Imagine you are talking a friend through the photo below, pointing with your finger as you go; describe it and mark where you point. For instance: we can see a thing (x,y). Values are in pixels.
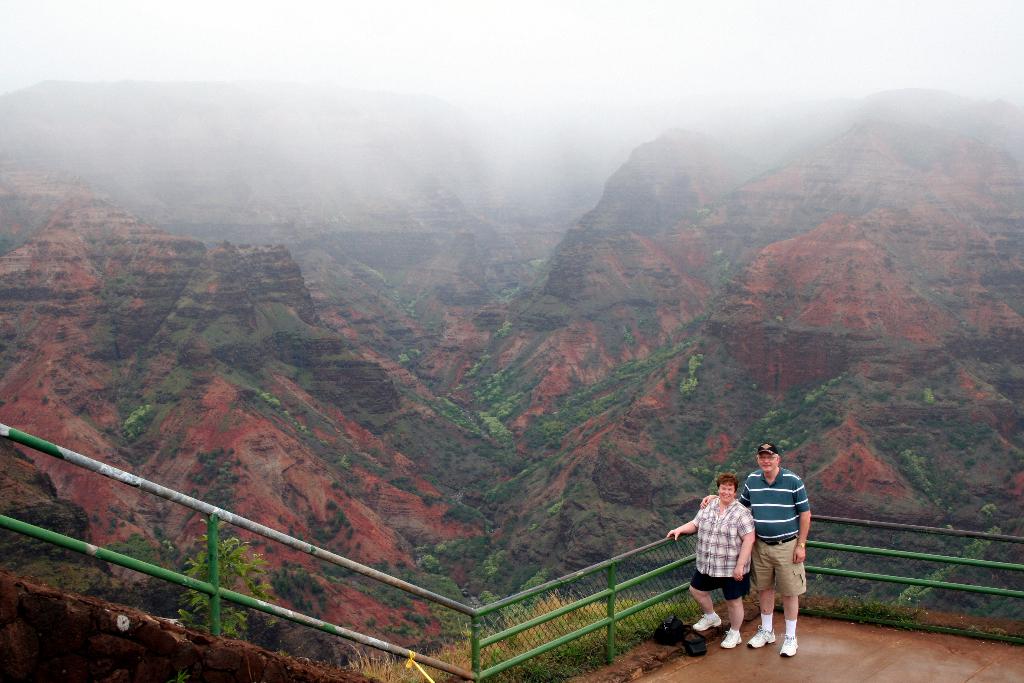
In this image there are two persons (719,582) standing, there are iron rods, net (630,569), trees (500,571), hills (444,423), and in the background (575,80) there is sky (584,61).
